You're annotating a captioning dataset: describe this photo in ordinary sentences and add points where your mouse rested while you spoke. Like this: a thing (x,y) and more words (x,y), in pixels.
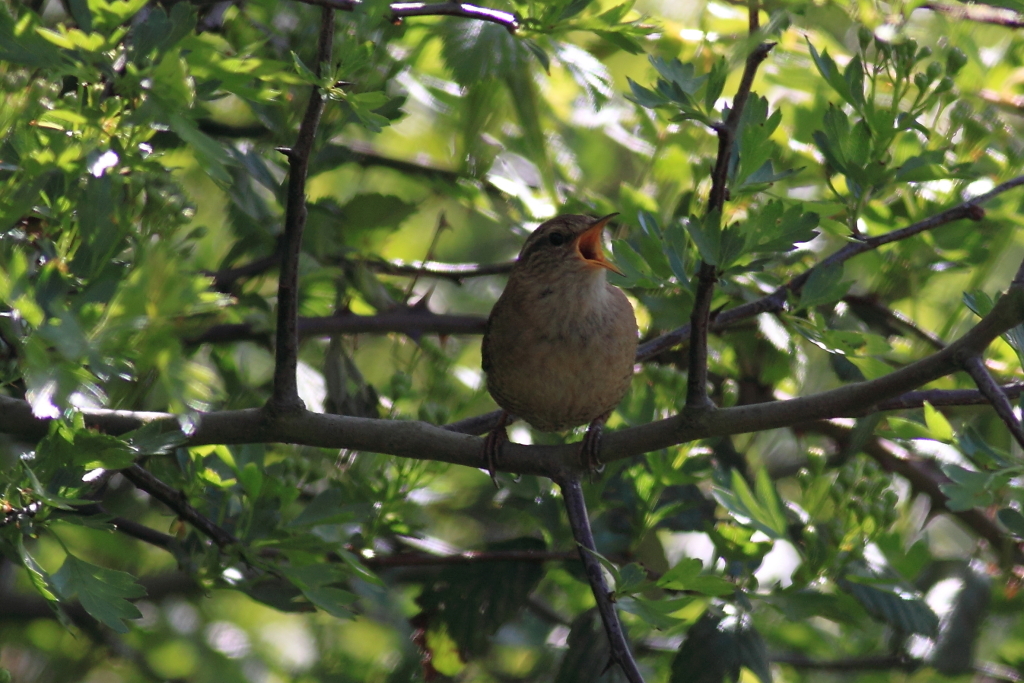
This image consists of a bird (569,403) sitting on a stem (517,458). In the background (293,446), there are plants (295,380) and leaves (270,474).
